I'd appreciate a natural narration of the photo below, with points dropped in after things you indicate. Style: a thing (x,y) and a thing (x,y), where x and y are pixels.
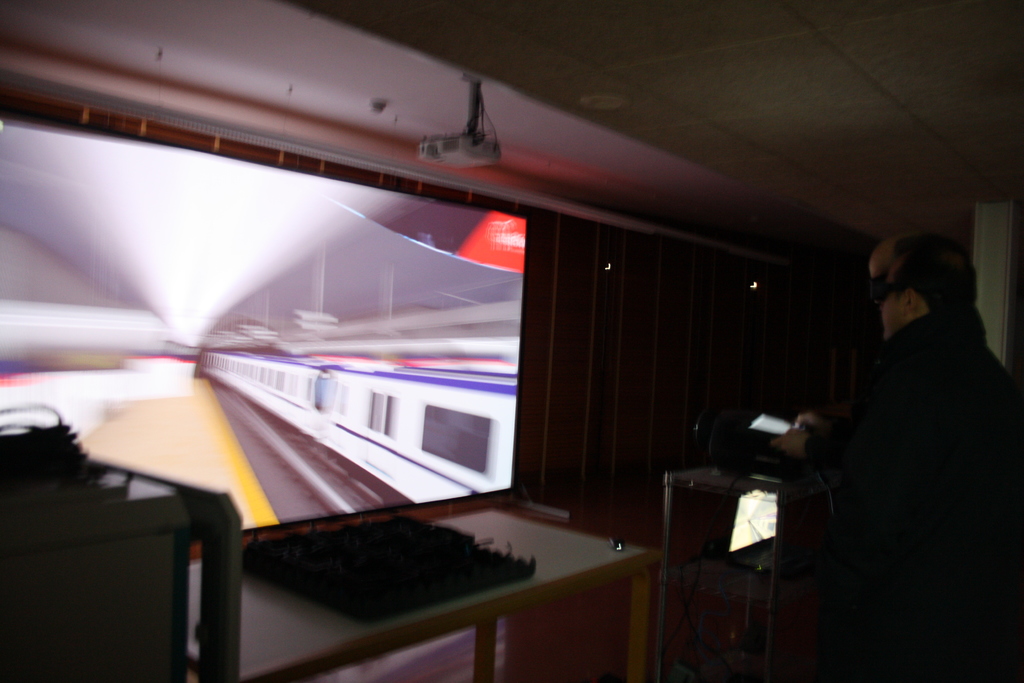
In this image we can see a person (880,467) wearing black color dress (907,453) holding some joystick (780,453) in his hands (792,429), on left side of the image (244,540) there is projector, projector screen (119,295), keyboard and in the background of the image (691,336) there is a wall (711,300).
